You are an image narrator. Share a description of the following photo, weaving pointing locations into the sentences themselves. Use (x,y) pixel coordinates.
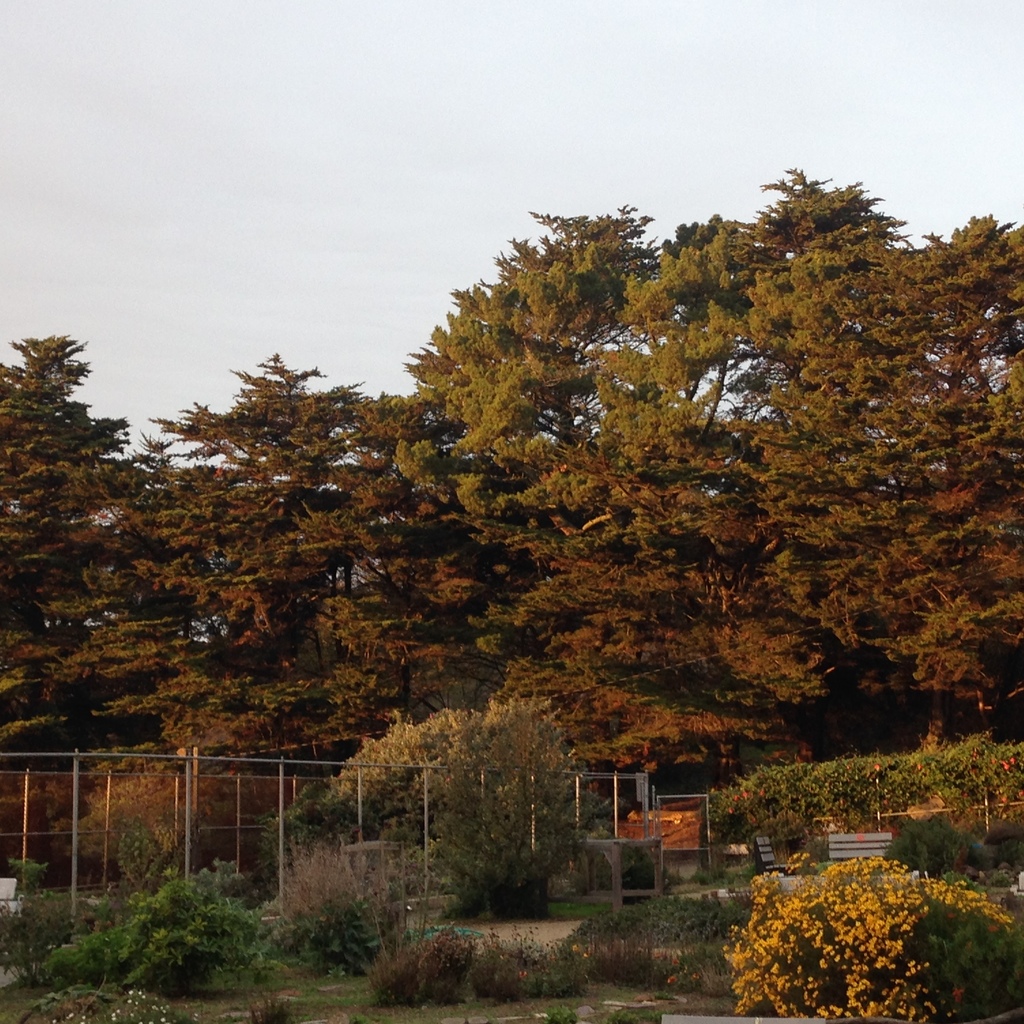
In this image we can see a group of plants (579,879) on a surface (554,907) and a fencing (134,844). Behind the fencing (190,794) there are groups of trees (542,654) with a clear sky (471,96).
